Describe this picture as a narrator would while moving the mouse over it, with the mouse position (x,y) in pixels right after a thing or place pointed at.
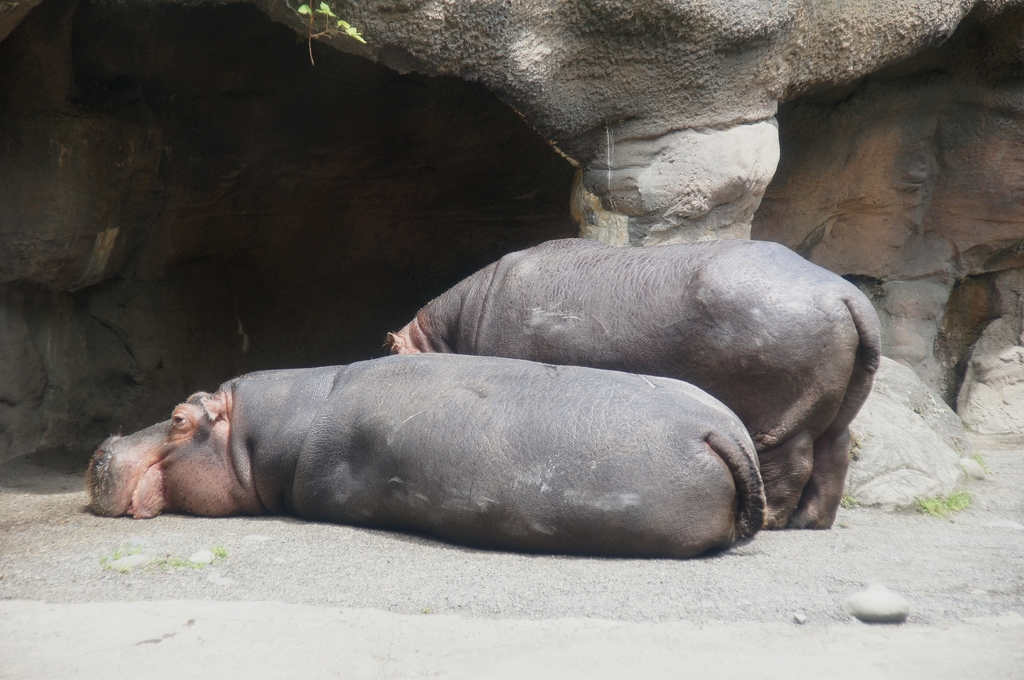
In this image we can see hippopotami (551,455) lying and standing on the ground (826,536). In the background (952,264) there are rocks (523,234).
